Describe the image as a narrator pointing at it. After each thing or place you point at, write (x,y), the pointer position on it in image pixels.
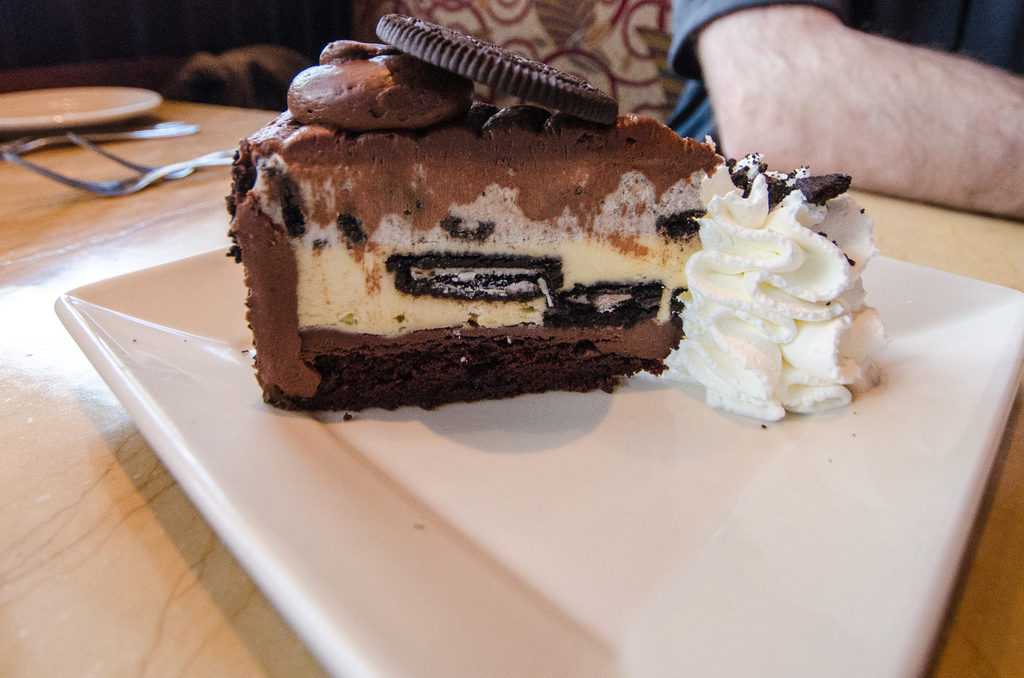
In the image we can see a wooden surface (123,575). There is a plate (532,534), white in color, in the plate (411,502) we can see a piece of cake (489,267). These are the forks (134,184) and a human arm (767,93).
